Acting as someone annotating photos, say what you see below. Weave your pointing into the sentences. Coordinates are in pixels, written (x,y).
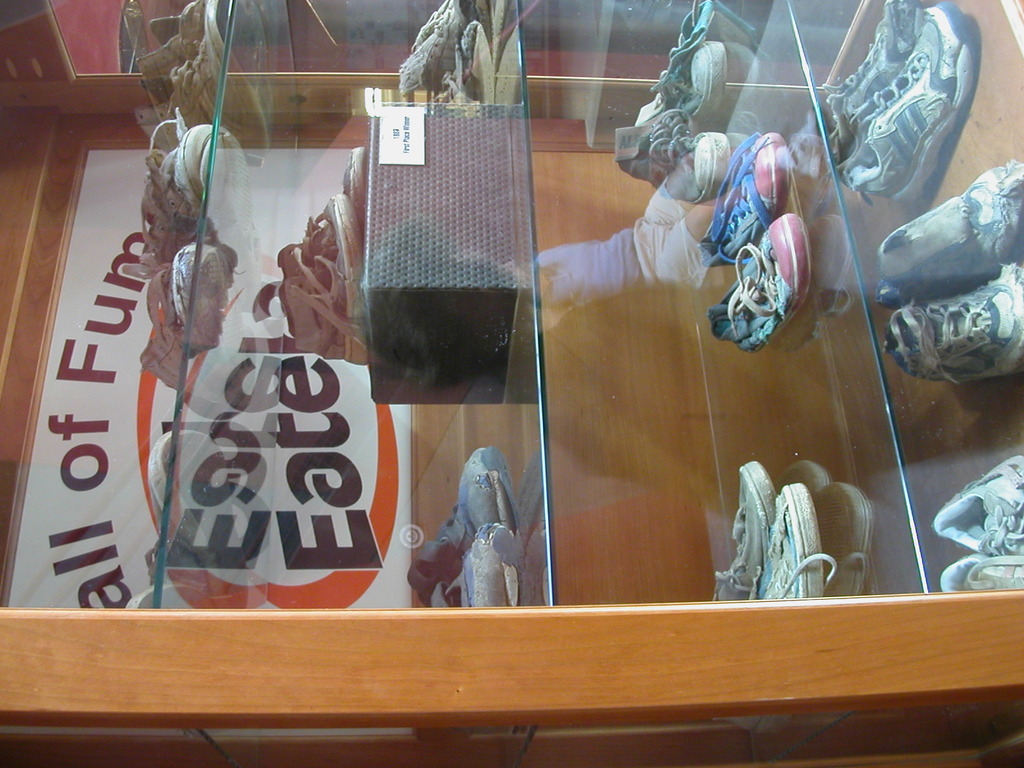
In this picture I can see in the middle (355,277) there are shoes (990,292) on the glass shelves (519,338). On the left side (97,221) it looks like a board (125,259).
